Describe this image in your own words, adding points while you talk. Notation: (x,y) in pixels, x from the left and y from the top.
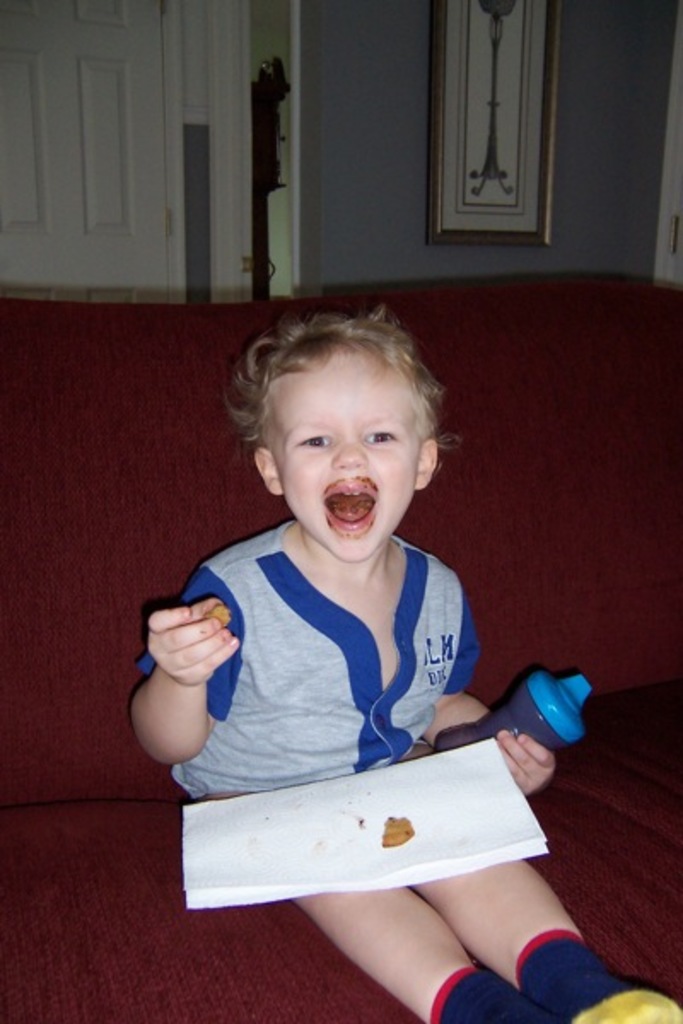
In this image there is a kid (334,717) sitting on a sofa (653,787) and there are papers (309,801) on his lap (309,801) and he is holding a bottle (469,740) in his hand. In the background (33,182) there is a door (27,172) and a frame (456,169) hanging on the wall (487,248).
